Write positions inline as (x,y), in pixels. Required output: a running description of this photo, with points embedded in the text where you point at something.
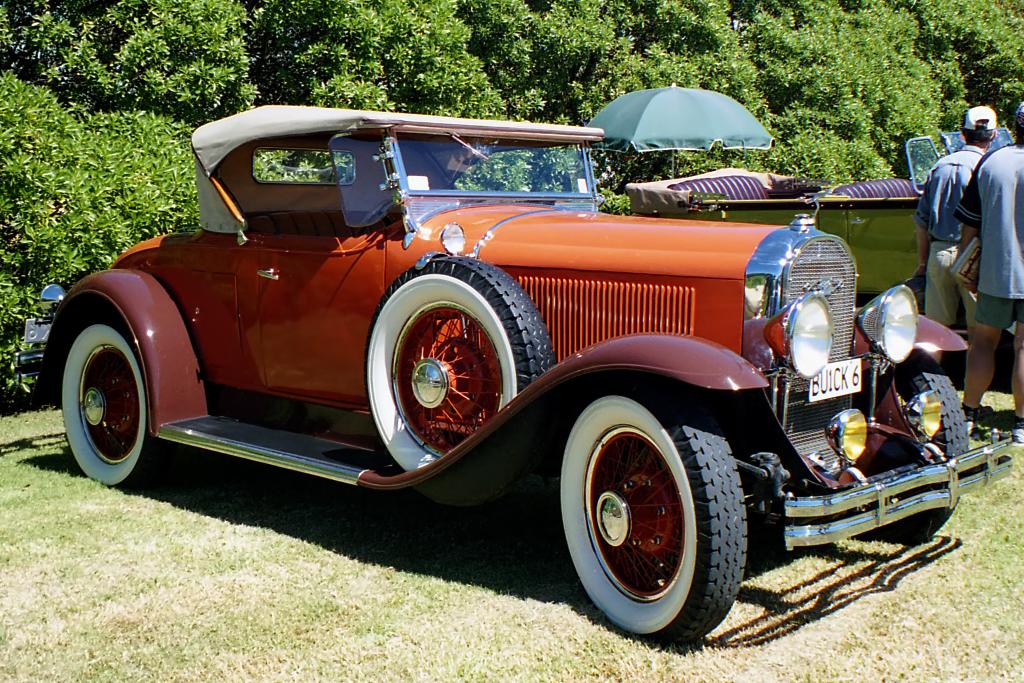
In the center of the image (671,337), we can see vehicles (774,264) and some people (948,210) standing and there is an umbrella (665,121). In the background (426,45), there are trees (655,64). At the bottom (343,612), there is ground (295,584).
